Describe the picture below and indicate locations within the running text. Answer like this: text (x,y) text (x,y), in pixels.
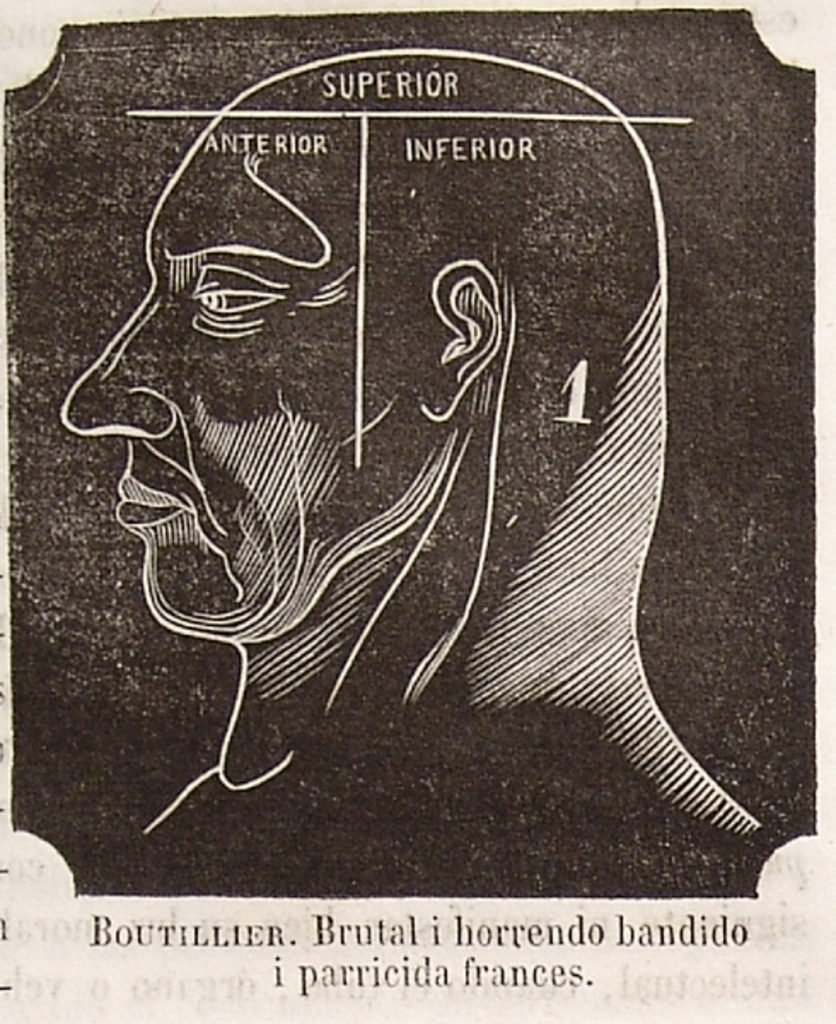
In the image we can see on the poster (229,391) there is an outline (195,289) of a human face (326,445) and the matter (240,936) is written on the poster (292,952). The image is in black and white colour.
